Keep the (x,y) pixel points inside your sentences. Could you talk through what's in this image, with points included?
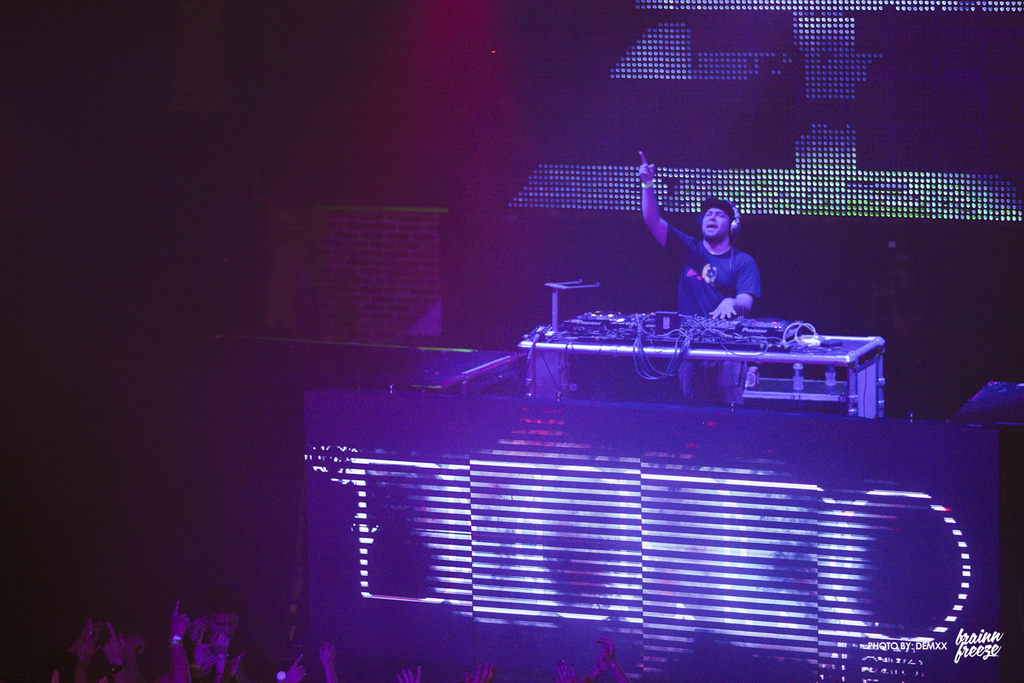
It is a concert, there is a man (694,301) playing music, he is wearing a headset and there are some LED lights (582,489) in front of the man (683,232) and the crowd (607,664) is enjoying the music.
